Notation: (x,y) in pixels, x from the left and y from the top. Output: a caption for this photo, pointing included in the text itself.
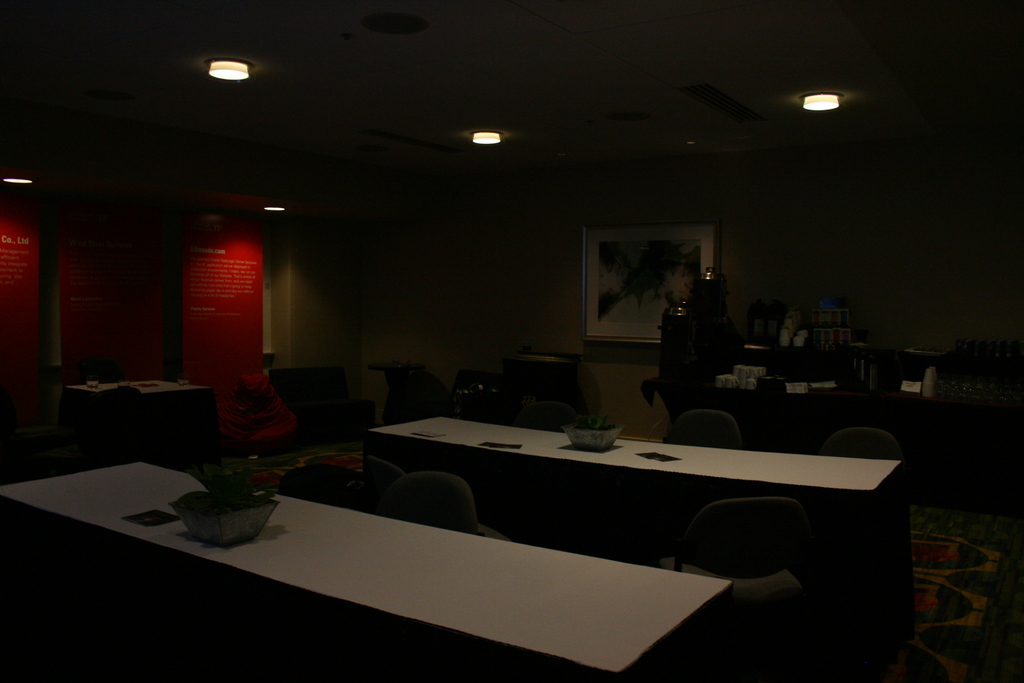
This image is taken inside a room (511,525). In the center of the image (491,454) there are tables (490,460) and chairs (448,506). In the background of the image (875,234) there is wall (545,243). There is a photo frame (647,272) on the wall (863,267). At the top of the image (519,156) there is a ceiling (553,154) with lights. To the left side of the image (244,290) there are red color banner (151,252). At the bottom of the image (919,632) there is carpet (899,663).
